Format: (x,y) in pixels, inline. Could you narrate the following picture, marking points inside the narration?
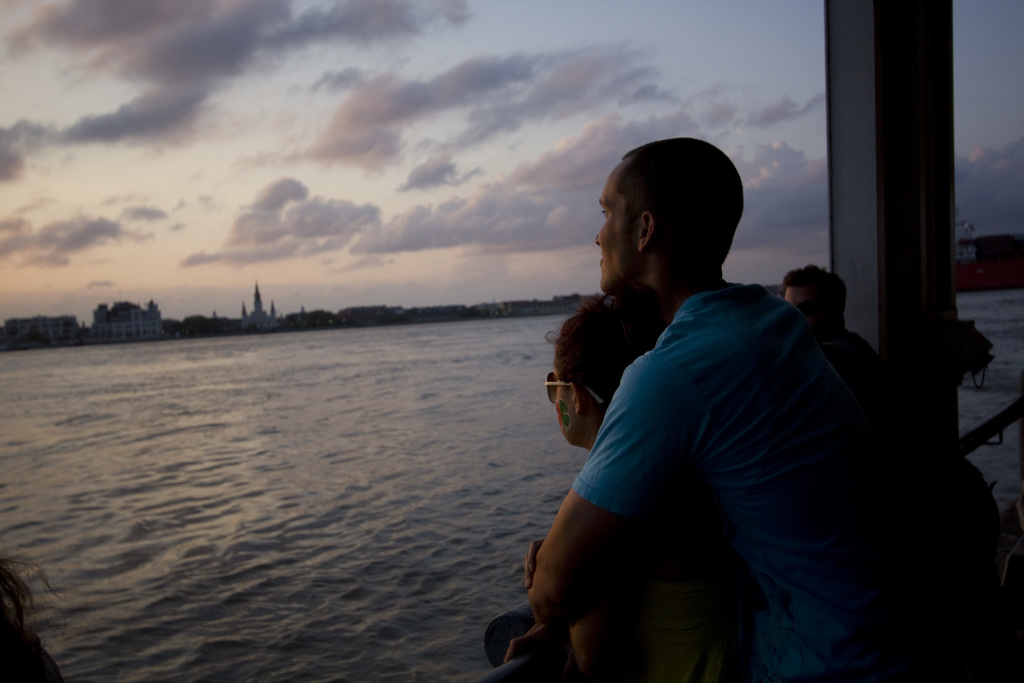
In the foreground of this image (870,507), on the right (819,486), there are people (820,534) standing and there is a pillar (889,213). In the background (367,360), there is water (424,377), sky (287,116) and the cloud (379,124).
